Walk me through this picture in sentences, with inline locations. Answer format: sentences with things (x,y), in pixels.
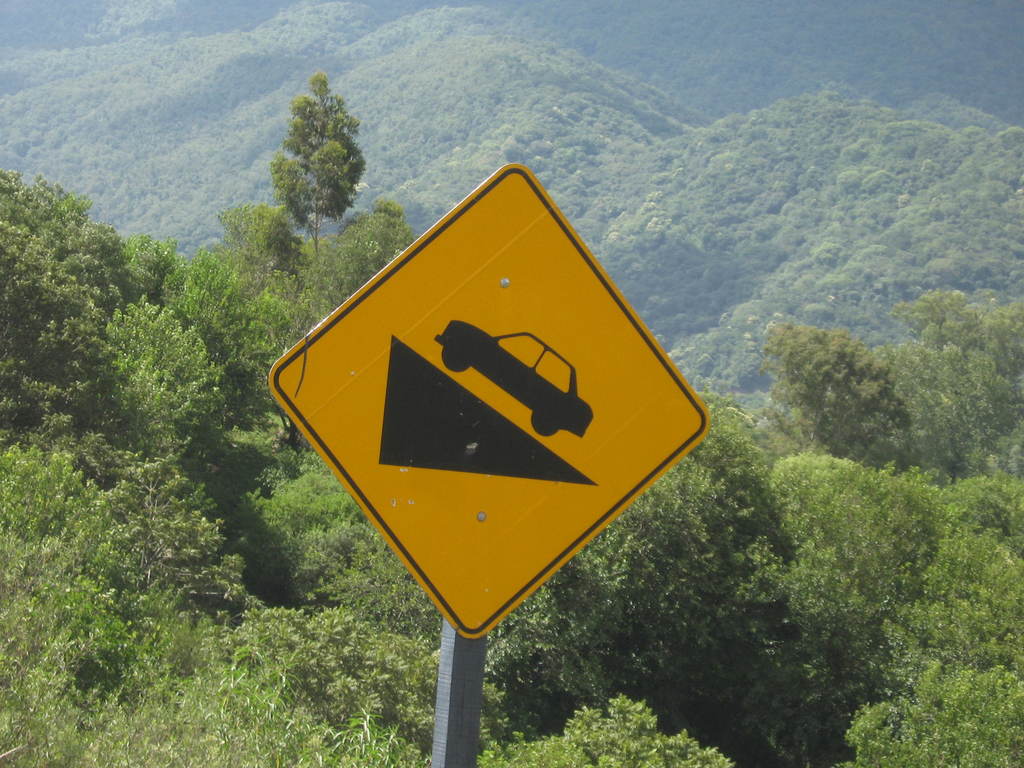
In this picture there is a sign board (630,370). In the background (796,187) I can see the mountain (938,21). At the bottom (12,656) I can see many trees (806,591) & plants (959,628).
